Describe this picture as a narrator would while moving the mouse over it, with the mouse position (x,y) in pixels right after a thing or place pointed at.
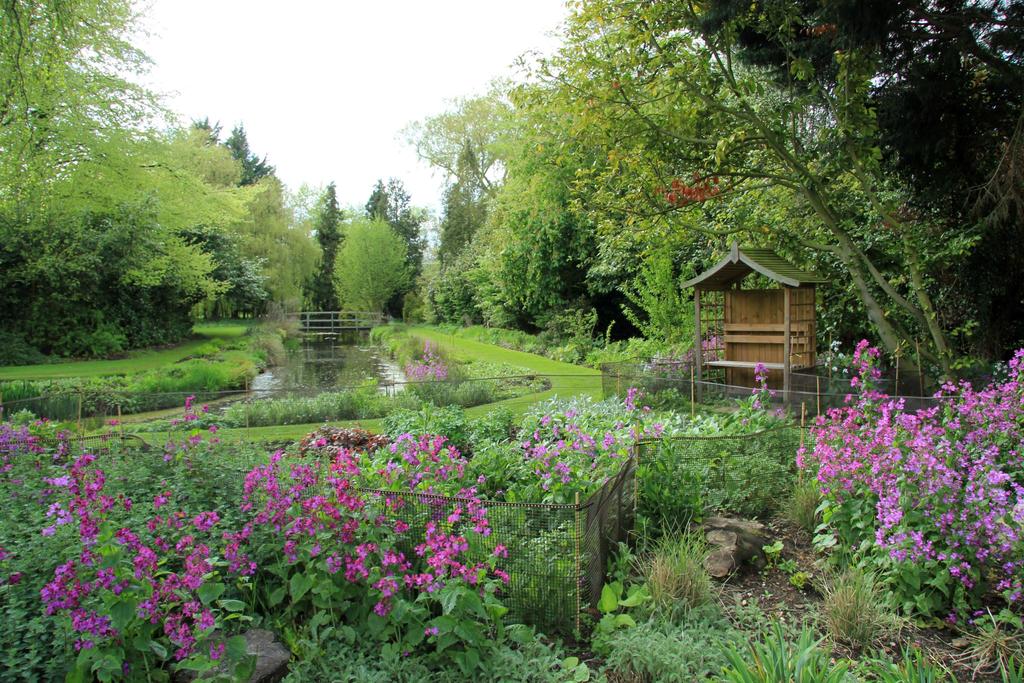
In this image we can see a garden (778,174). There are many trees (787,193) and plants (723,485) in the image. There is a grassy land (592,393) in the image. There is a sky (347,92) in the image. There is a fence (562,519) and a bridge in the image. There is a wooden object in the image.
